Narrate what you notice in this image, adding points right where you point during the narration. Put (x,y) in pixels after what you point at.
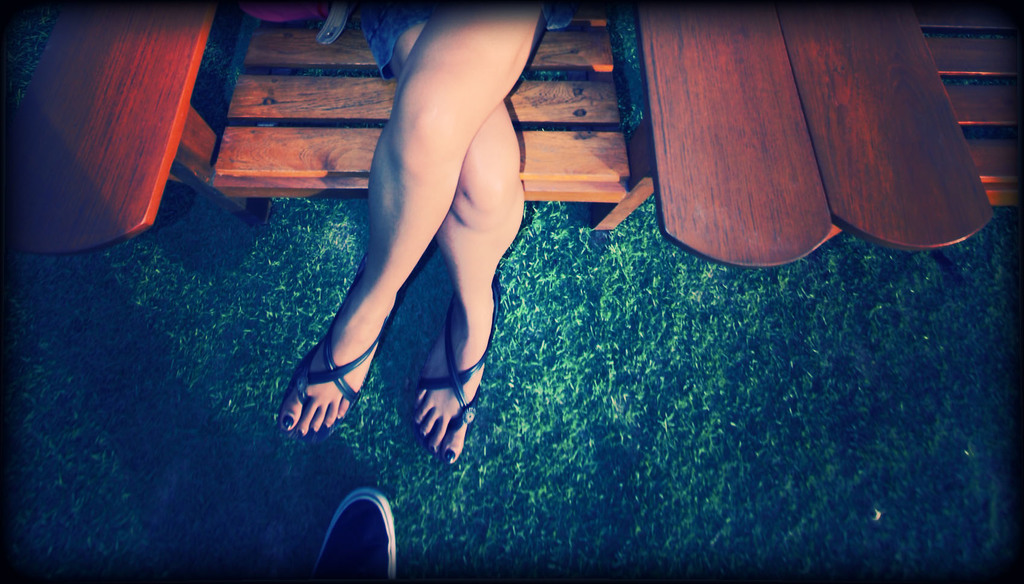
In the picture we can see a woman's leg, she is sitting in the chair (179,15) and beside her we can see another chair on the grass surface (620,364) and the front of her we can see a shoe (344,518) on the surface (126,466).
